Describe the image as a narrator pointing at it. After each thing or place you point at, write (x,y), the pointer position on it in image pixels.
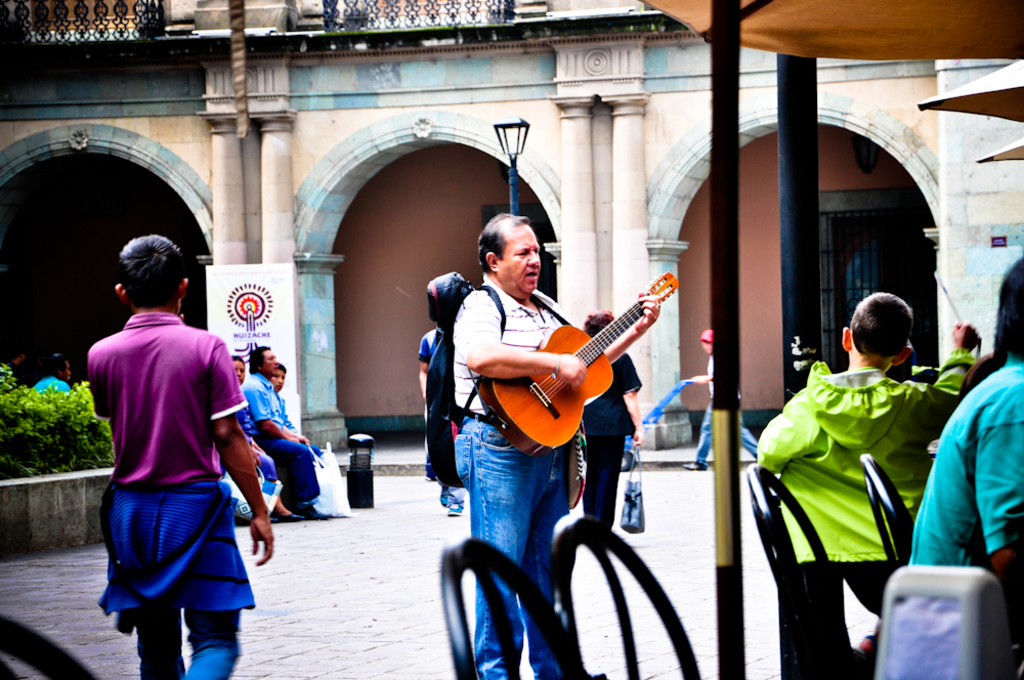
Here we can see door (880,225) and pillars (323,306). This is a building (388,45). We can see a board (282,295). We can see few persons (284,404) sitting, some are walking. We can see a man (479,353) here standing and playing guitar (510,409) and singing. These are plants (86,403).
